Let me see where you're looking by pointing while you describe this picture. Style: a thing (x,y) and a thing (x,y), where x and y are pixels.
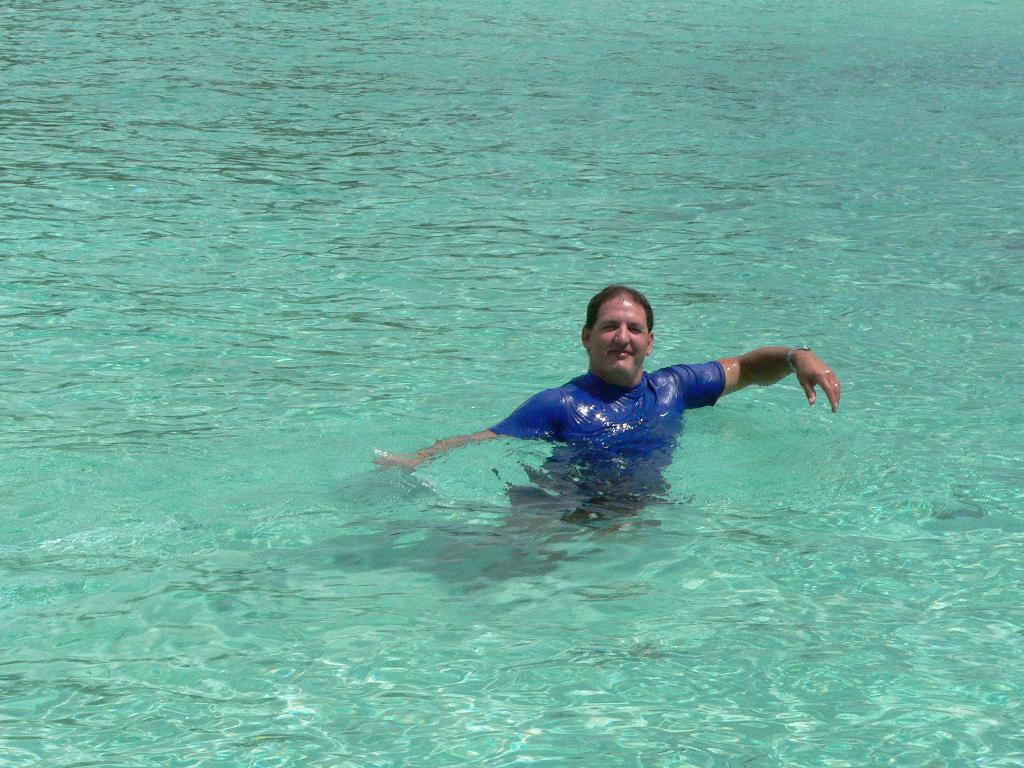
In this image there is a man (755,366) swimming in the sea (137,380).
